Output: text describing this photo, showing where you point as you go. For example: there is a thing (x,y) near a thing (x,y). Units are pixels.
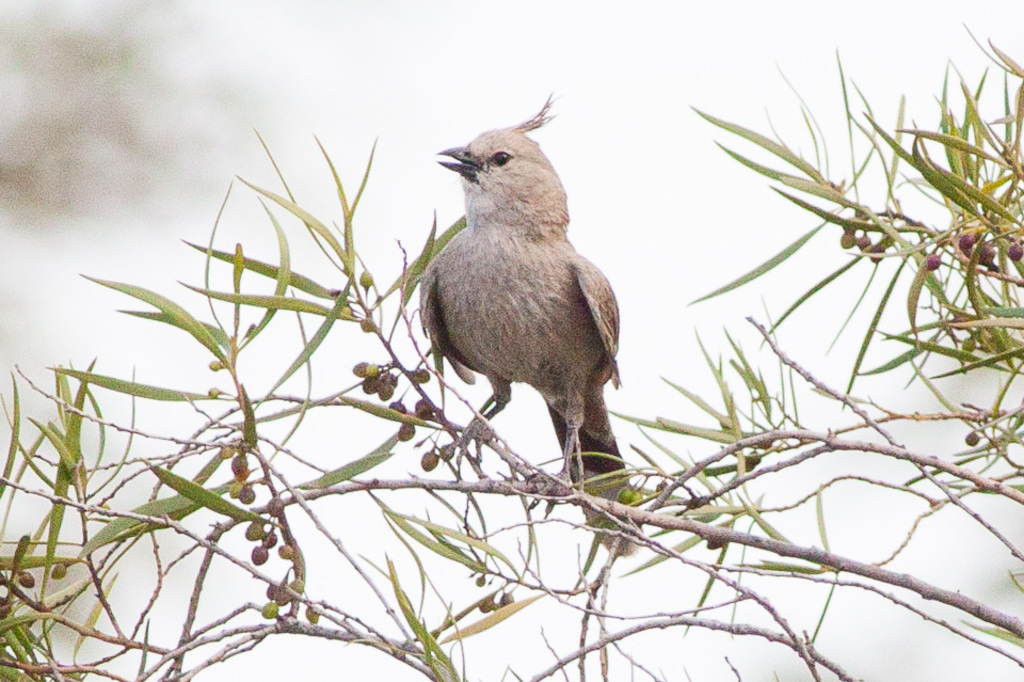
A bird (467,381) is present on a tree (690,505). The background (407,57) is blurred.
